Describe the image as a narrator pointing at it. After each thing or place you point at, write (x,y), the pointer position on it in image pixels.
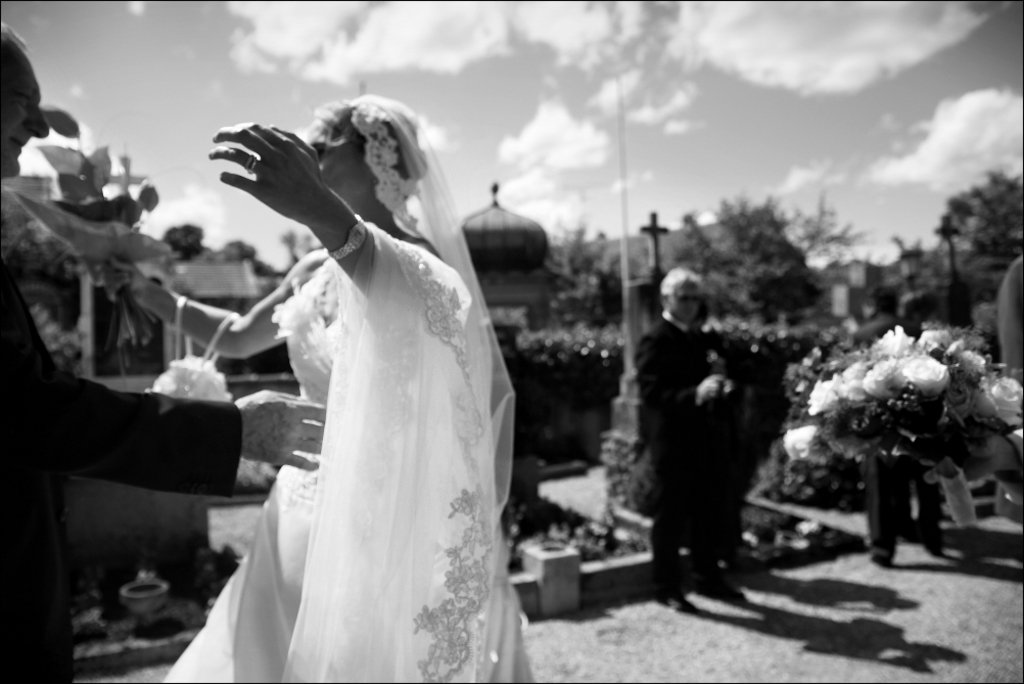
In this image I can see the black and white picture of a person (76,446) wearing black dress (71,437) and a woman (320,318) wearing white colored dress (395,441) are standing. In the ground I can see a person (702,383) standing, a flower bouquet (839,410), few buildings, few trees (54,297) and the sky (539,94).
